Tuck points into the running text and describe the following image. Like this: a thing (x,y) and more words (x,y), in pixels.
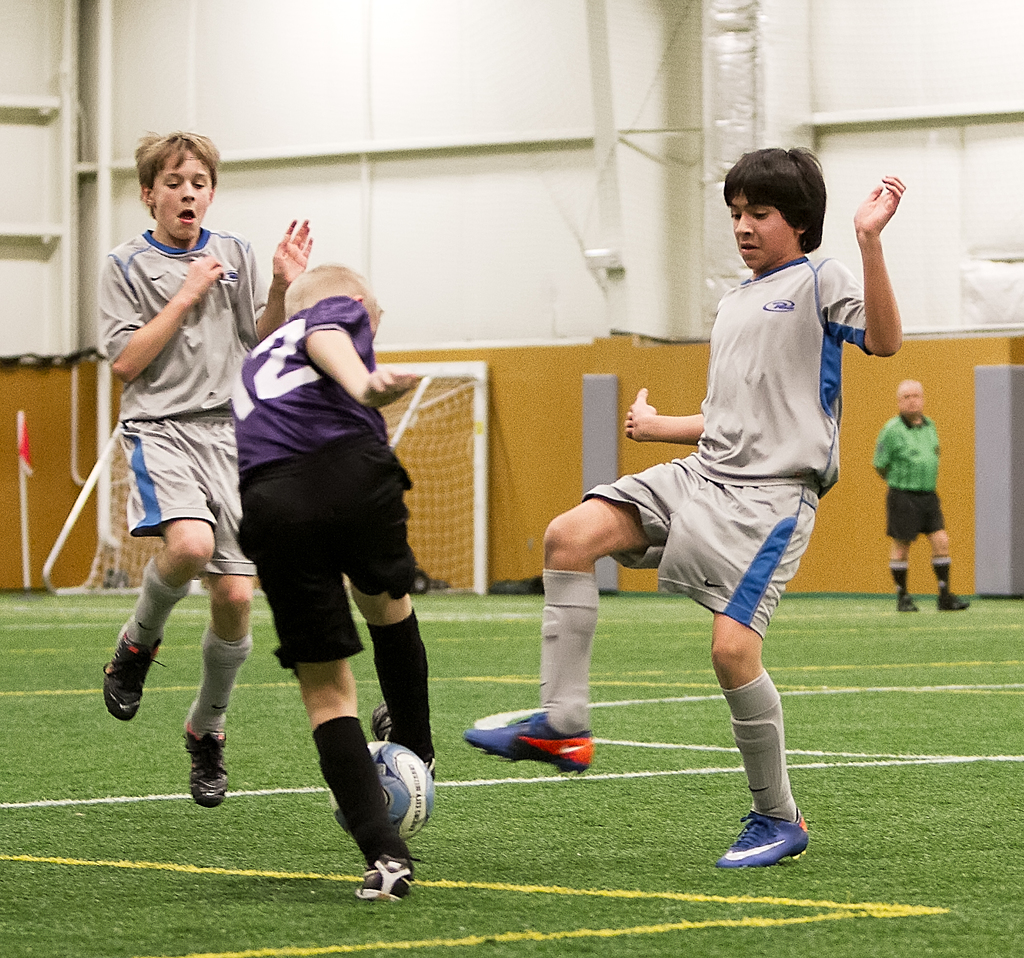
In this image i can see a three persons (222,648) playing game with a foot ball (393,814), the person (809,364) at right (726,490) wearing an ash color dress (793,466), the person (337,495) in the middle (350,448) wearing purple and black color dress (326,464) and the person (179,360) at left (155,427) wearing ash color dress (147,480), at the back ground (461,440) i can see net (413,426), the other person (930,444) wearing green dress (906,488) and standing and a building (353,222).
